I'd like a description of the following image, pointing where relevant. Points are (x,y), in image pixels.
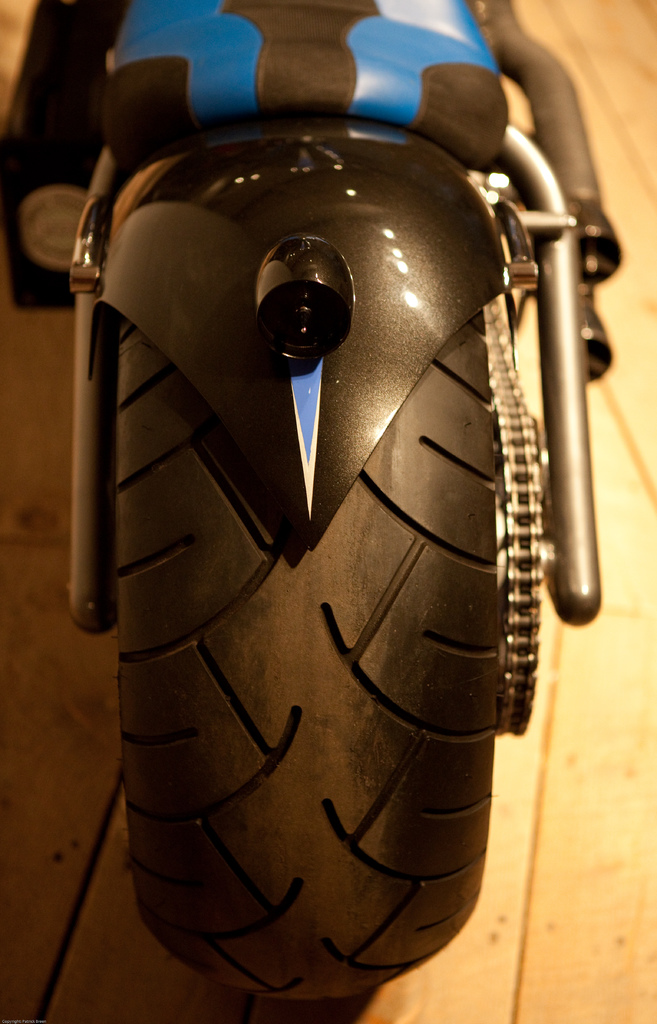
There is a bike (417,101) which is having black color wheel (394,694) and a chain (528,524) on a surface (543,910). And the background (567,25) is blurred.
